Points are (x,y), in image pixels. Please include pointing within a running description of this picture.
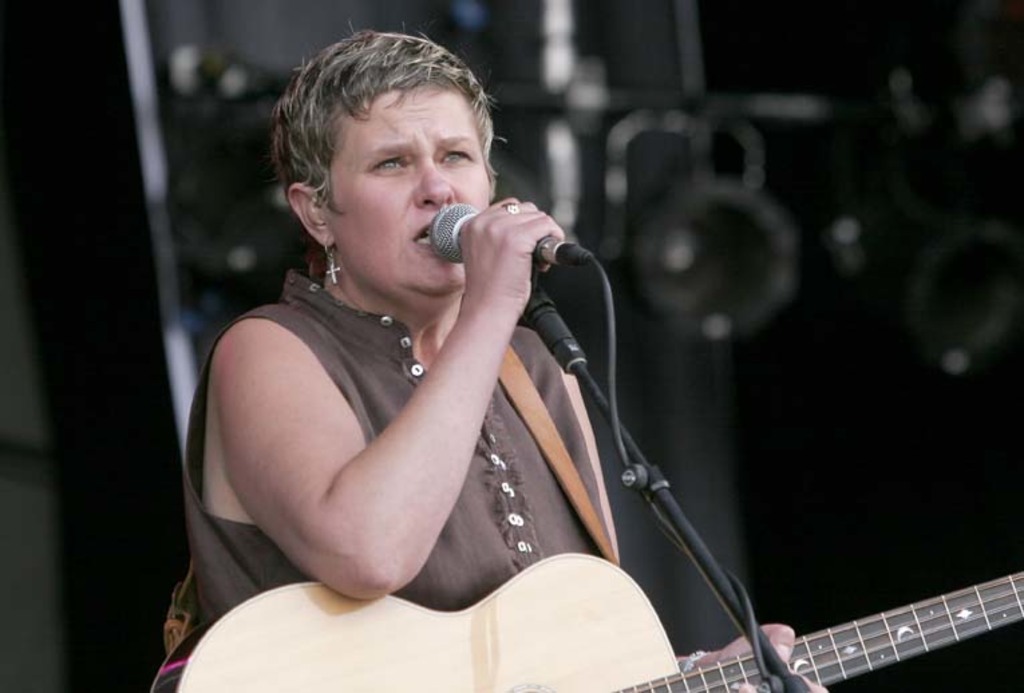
In this image i can see a woman (454,367) holding a micro phone (550,263) and also holding a guitar (680,690) wearing a brown dress (511,480).
